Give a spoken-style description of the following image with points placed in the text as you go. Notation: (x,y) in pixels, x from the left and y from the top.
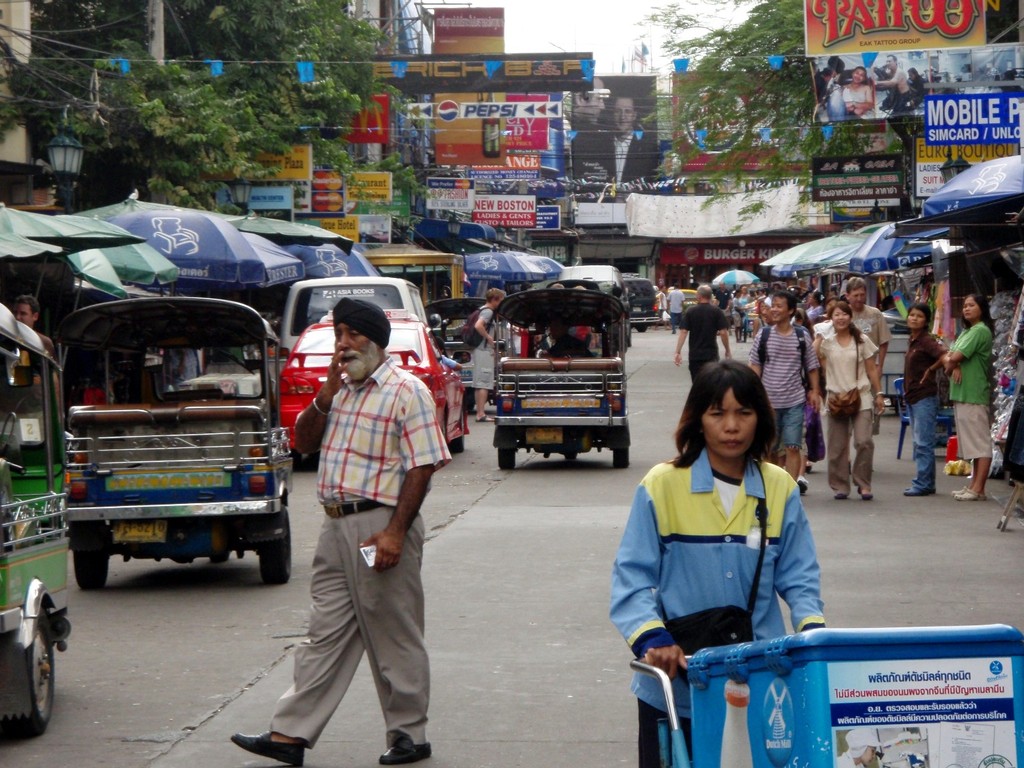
In this image there are a group of people (766,494) who are walking on a road (475,653), and also there are some vehicles (454,347). On the right side (935,222) and left side (181,141) there are some stores (45,204), trees (161,159), hoardings (883,48), boards (726,139), ropes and flags (493,74). And in the background (558,136) there are some hoardings (643,94). At the top of the image (541,26) there is sky (587,27), on the left side (222,260) there are some umbrellas (312,257). On the right side (823,265) also there are some umbrellas (905,240).
